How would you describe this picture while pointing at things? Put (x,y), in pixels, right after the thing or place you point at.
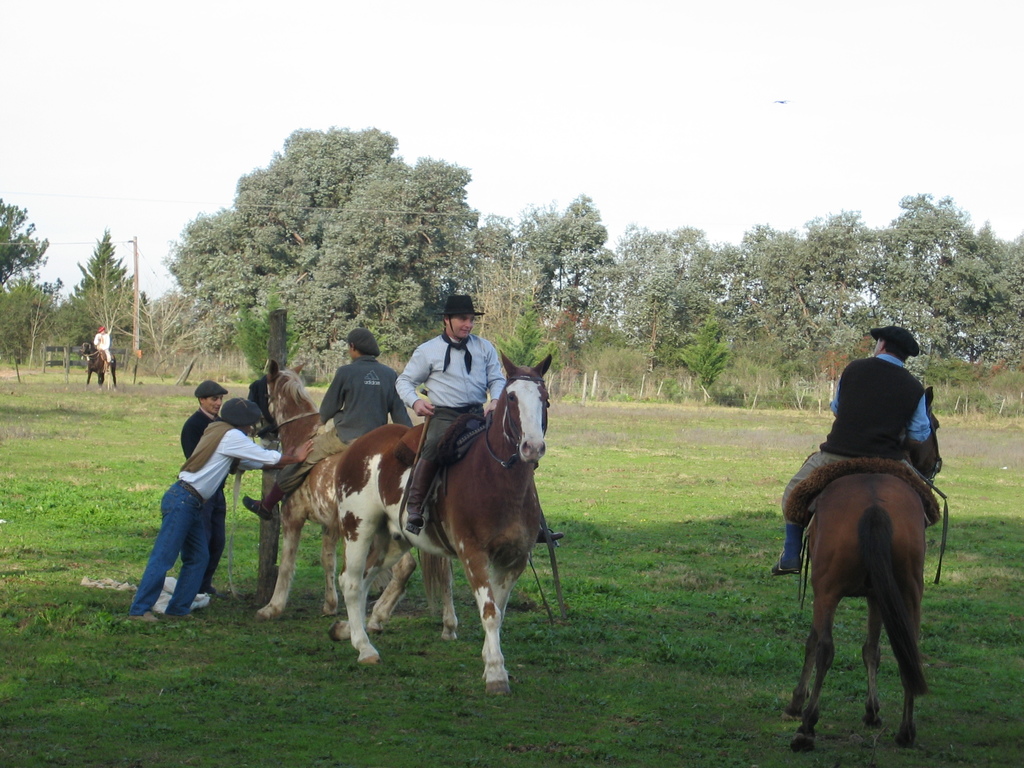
In this picture there are three men (442,417) who are sitting on a horse (369,487). Two men (207,460) are standing to the left side (204,479). There is a man (108,333) sitting on a horse (100,365) in the background (92,355).
